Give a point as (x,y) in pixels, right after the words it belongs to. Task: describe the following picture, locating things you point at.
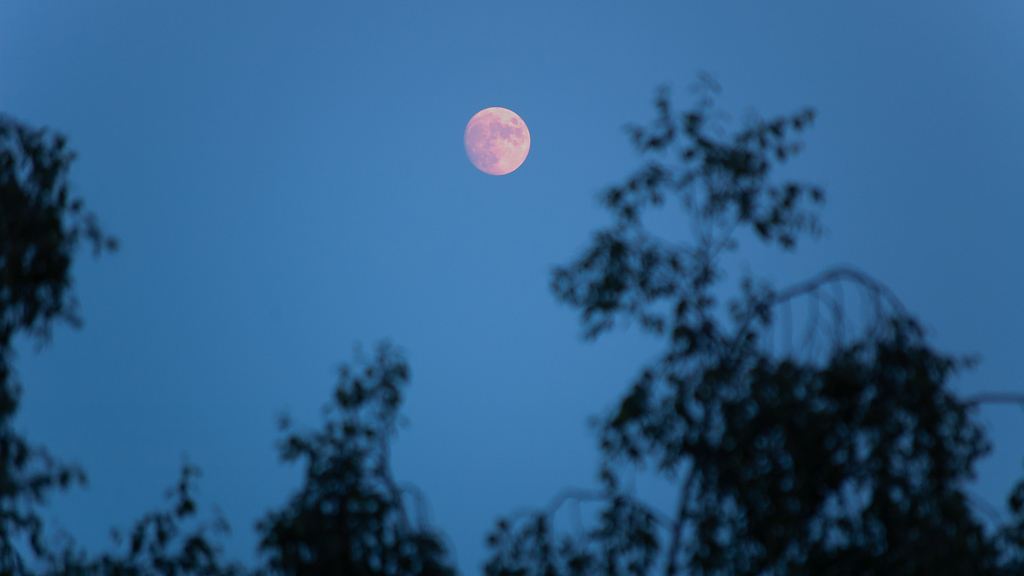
In this picture I can see few trees (864,561), at the top (503,155) there is the moon (473,140) in the sky (298,345).
